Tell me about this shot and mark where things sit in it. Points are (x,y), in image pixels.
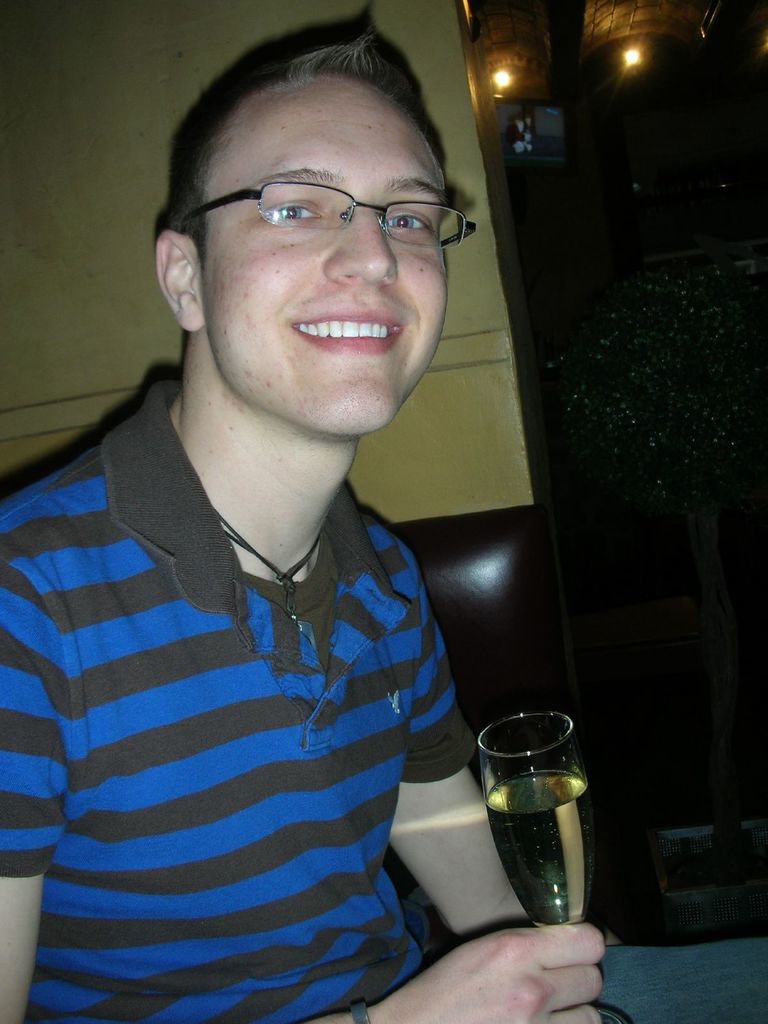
In the picture there is a man (370,628) he is wearing blue and black shirt (208,736) he is holding a glass (548,879) in his hand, there is some drink (527,860) in it, he is smiling, he is wearing spectacles (301,201), in the background (541,656) there is a wall (522,500), a sofa (551,648), beside that to the roof (568,67) there are some lamps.
